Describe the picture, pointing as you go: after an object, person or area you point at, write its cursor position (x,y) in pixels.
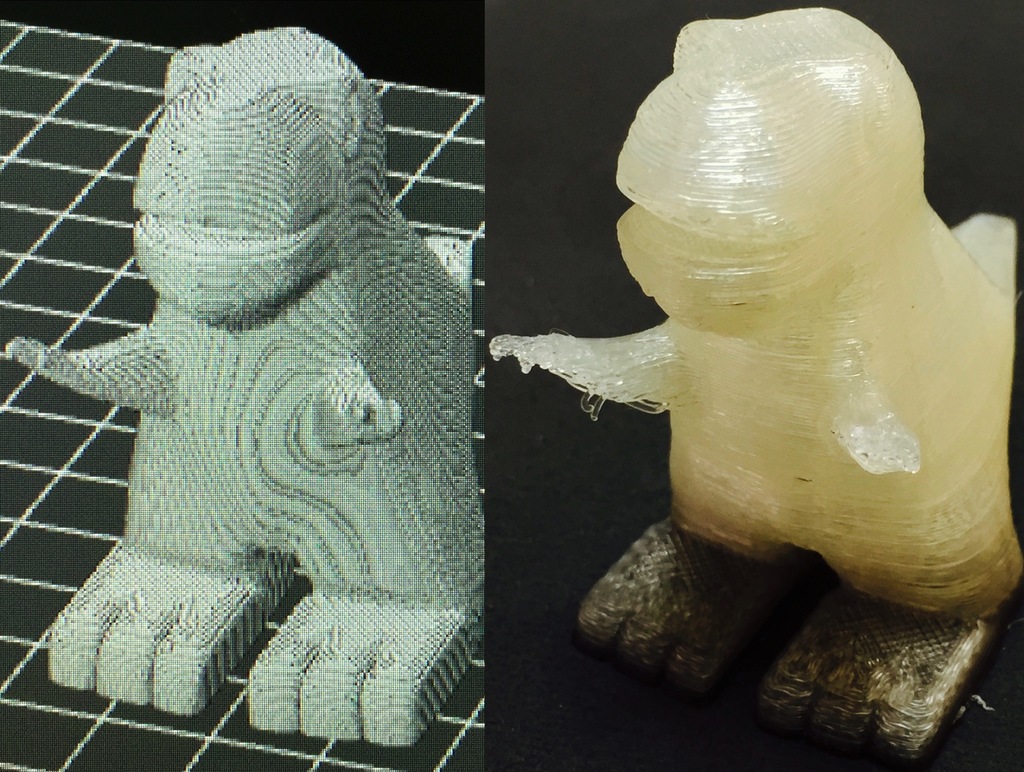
This is a collage in this image on the right side (854,281) there is a sculpture (834,223), and on the left side (190,174) there is a depiction (190,335) of the sculpture (338,380).
